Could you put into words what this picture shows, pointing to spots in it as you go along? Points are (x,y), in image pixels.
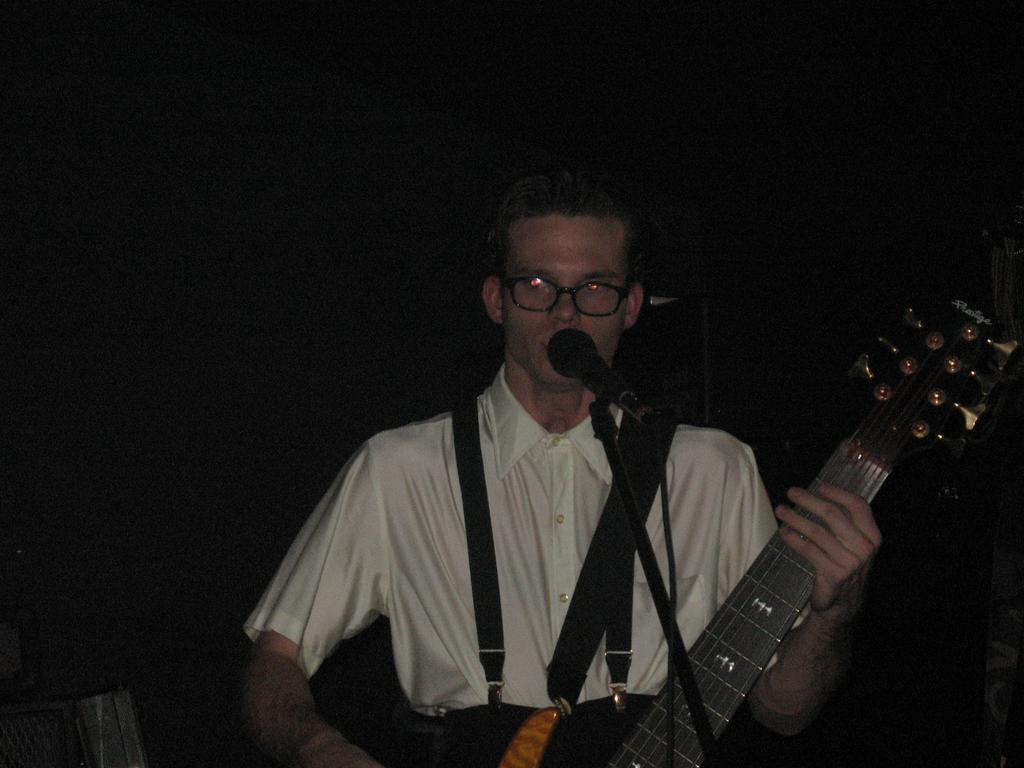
In this image, a person (464,627) is standing in front of the mike (574,368) and holding a guitar (787,570). The background (258,344) is very dark in color. This image is taken on the stage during night time.
